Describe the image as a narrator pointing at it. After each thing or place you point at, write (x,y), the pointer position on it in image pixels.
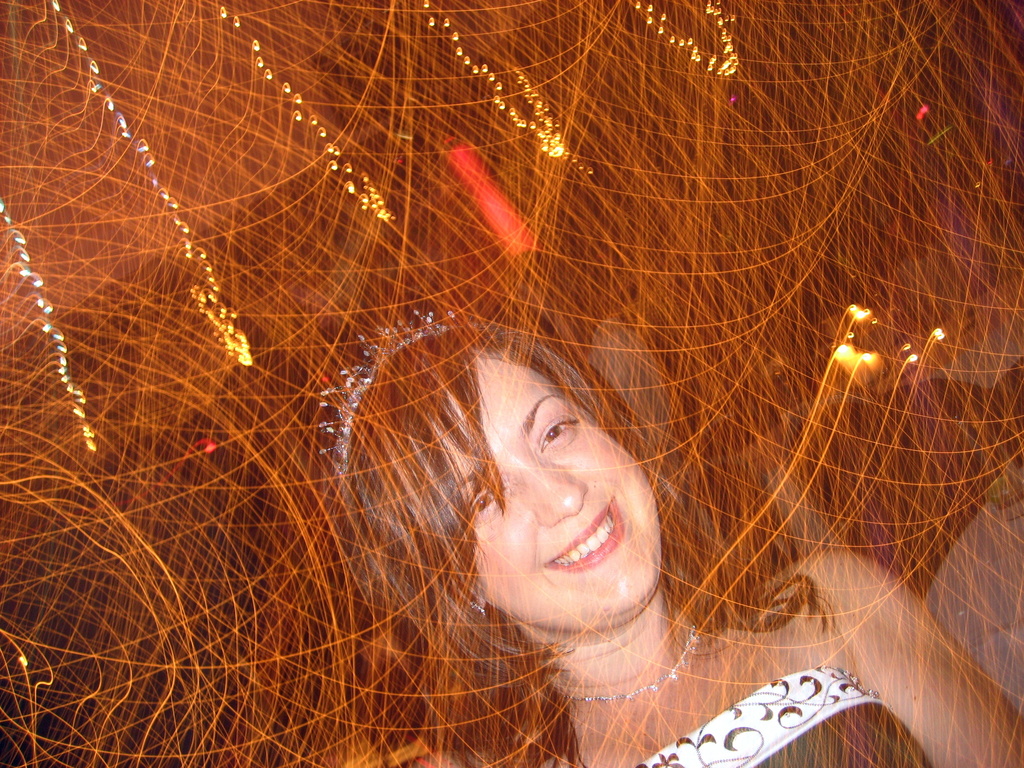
This is an edited picture. At the bottom (585,545) we can see a woman (387,496). At the top (741,229) we can see led lights (536,233). In the background (846,234) it is dark.
